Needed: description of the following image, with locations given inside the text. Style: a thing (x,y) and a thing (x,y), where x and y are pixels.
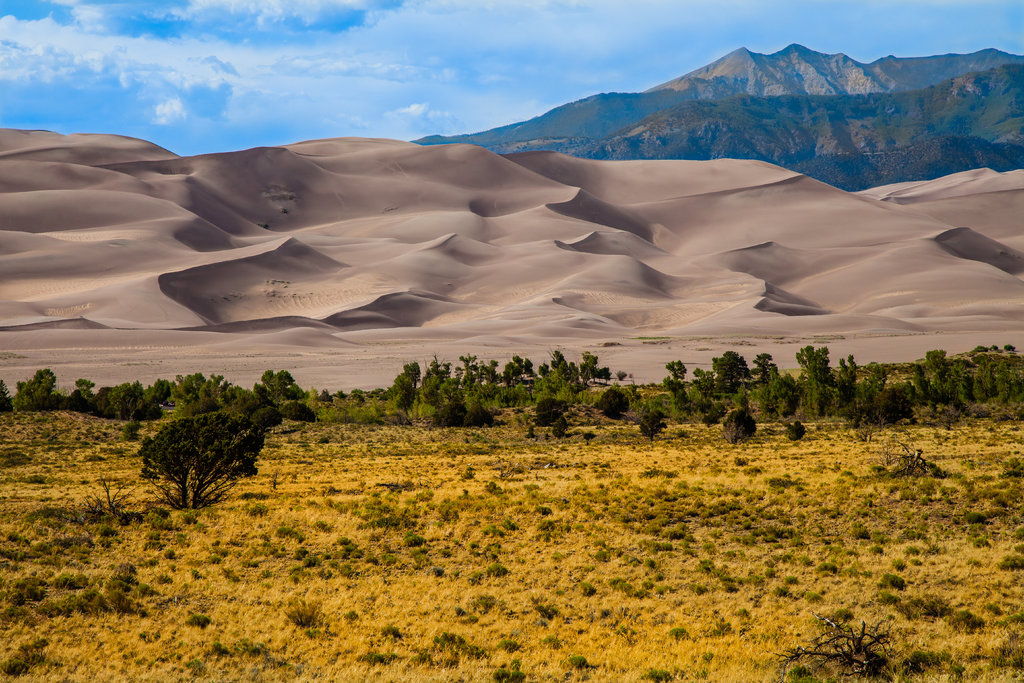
This is an outside view. I can see a field (268,486) with some plants (420,515) and trees (676,402) at the bottom of the image (619,498). I can see sand (534,362) and desert (513,254) in the center of the image (383,289) and I can see mountains (798,109) just above and at the top of the image (343,83) I can see the sky (325,82).
